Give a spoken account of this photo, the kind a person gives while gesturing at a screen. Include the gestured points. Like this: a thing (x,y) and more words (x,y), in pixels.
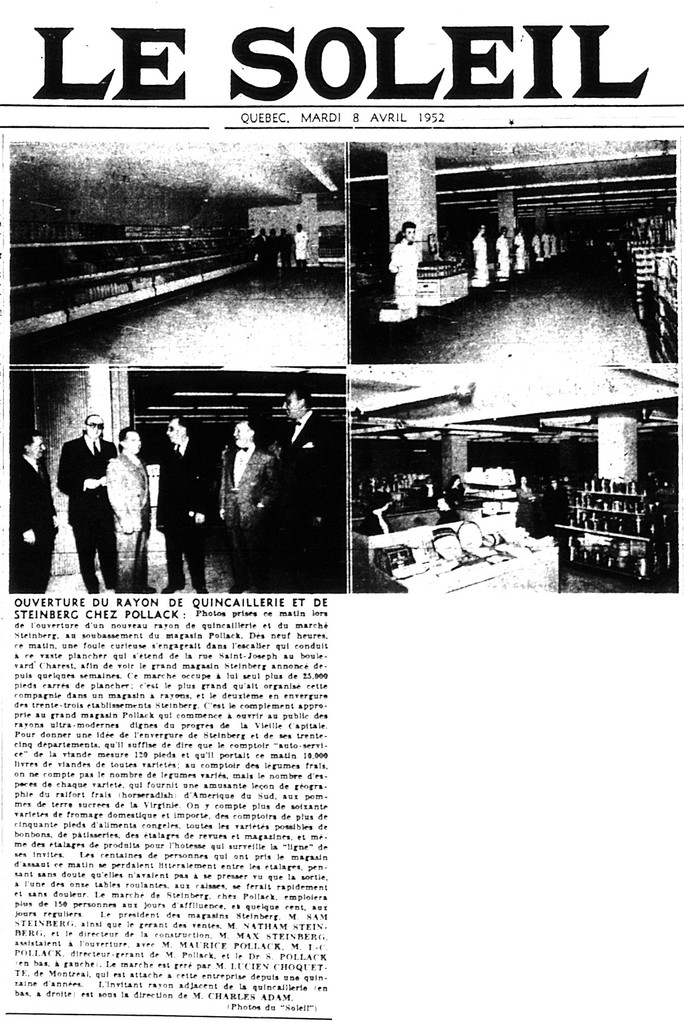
In this image i can see an article (280,495) which includes images (255,412) of people (245,481) and some text (262,119) written on it.
